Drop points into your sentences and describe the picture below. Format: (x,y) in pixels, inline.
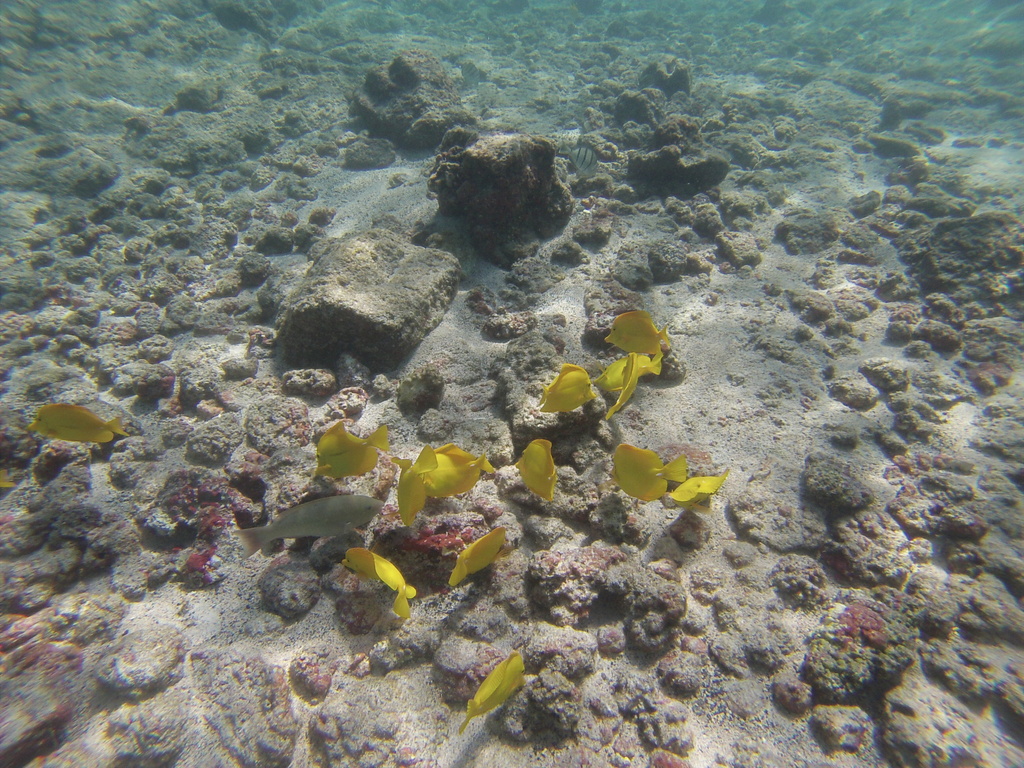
This seems like a water body (882,50) and here we can see fishes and there are rocks (530,228).
